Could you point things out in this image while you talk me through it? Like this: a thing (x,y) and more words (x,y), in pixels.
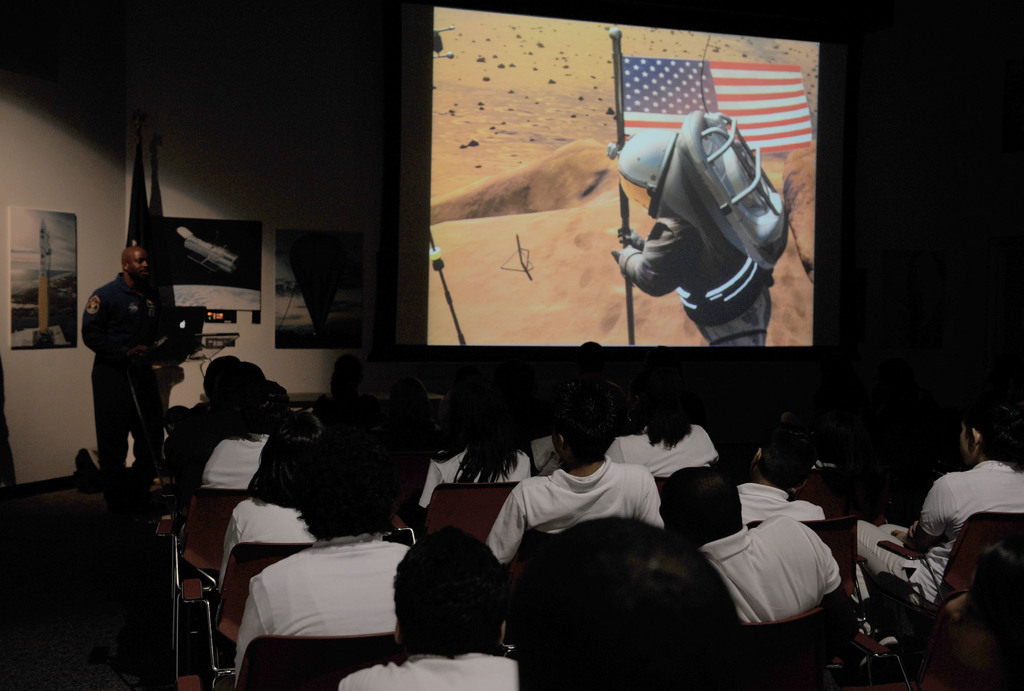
In this picture I can see group of people (658,537) sitting on the chairs (780,659), there is a person (131,476) standing, there is a laptop (163,320) on the podium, there are frames (248,222) attached to the wall (286,363) and there is a projector screen (713,171).
